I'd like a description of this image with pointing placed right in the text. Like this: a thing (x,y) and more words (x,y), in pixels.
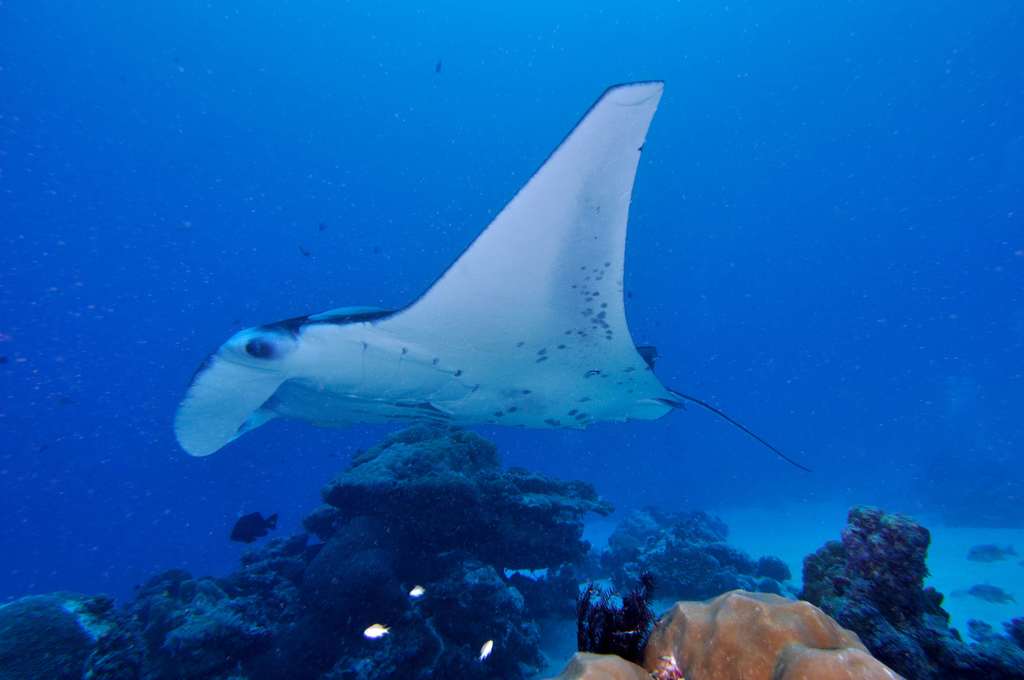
In this image there is a fish (551,321) in the water (642,292). At the bottom (267,541) there are stones (374,572), algae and some aquatic plants (643,622).
